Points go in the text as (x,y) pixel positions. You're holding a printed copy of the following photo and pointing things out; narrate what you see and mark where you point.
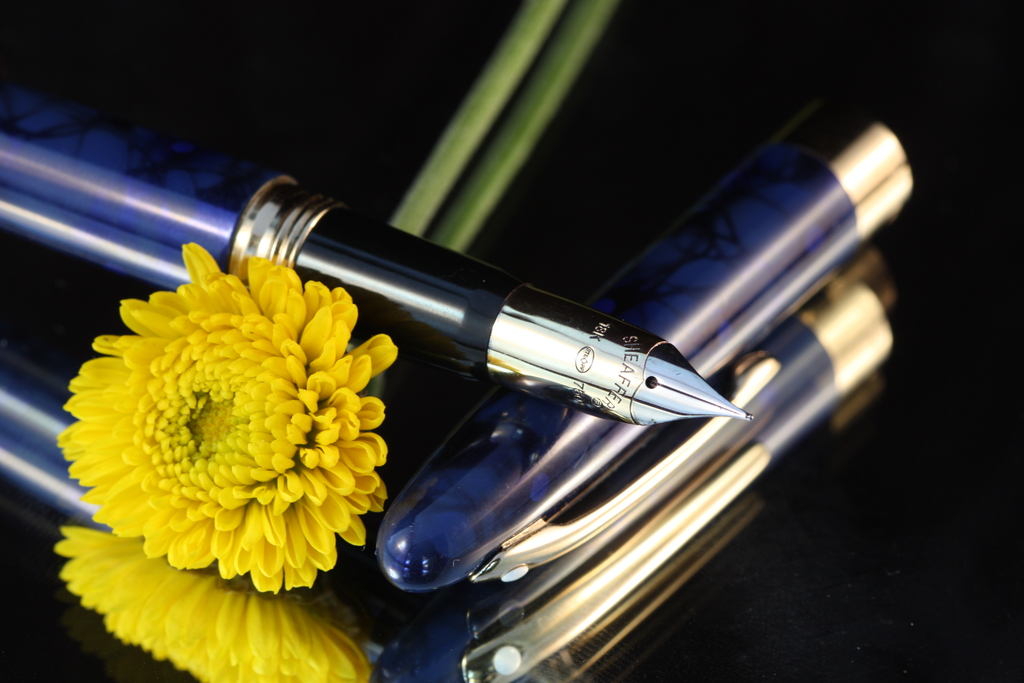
In this image we can see a flower (328,494), pen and a cap (675,452) on the black surface (854,532) and also we can see the reflection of those things (877,211).
